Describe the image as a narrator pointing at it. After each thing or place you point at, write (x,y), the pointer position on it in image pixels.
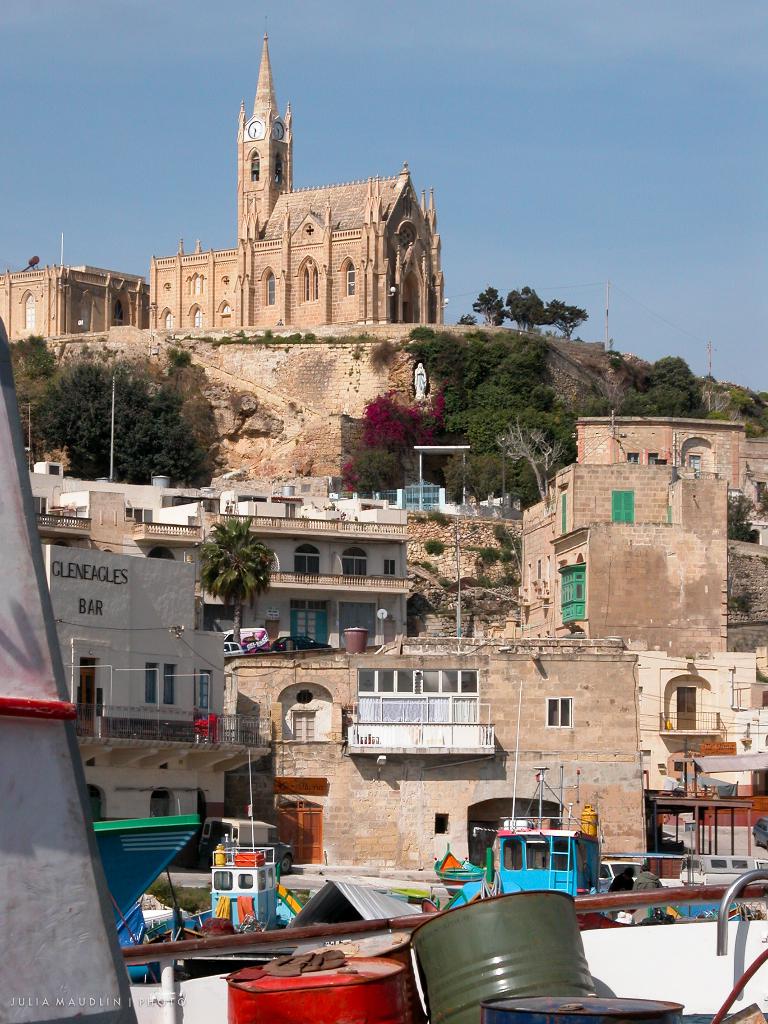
In this image I can see few metal barrels (475,957) which are orange and green in color. I can see few boats (101,980), few buildings (556,646) which are brown and white in color and in the background (512,525) I can see a mountains (405,368), few trees (433,421) on the mountain (371,400), a building (296,288) which is brown in color on the mountain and to the building (263,178) I can see a clock (252,121) and the sky (216,202) in the background (528,117).
